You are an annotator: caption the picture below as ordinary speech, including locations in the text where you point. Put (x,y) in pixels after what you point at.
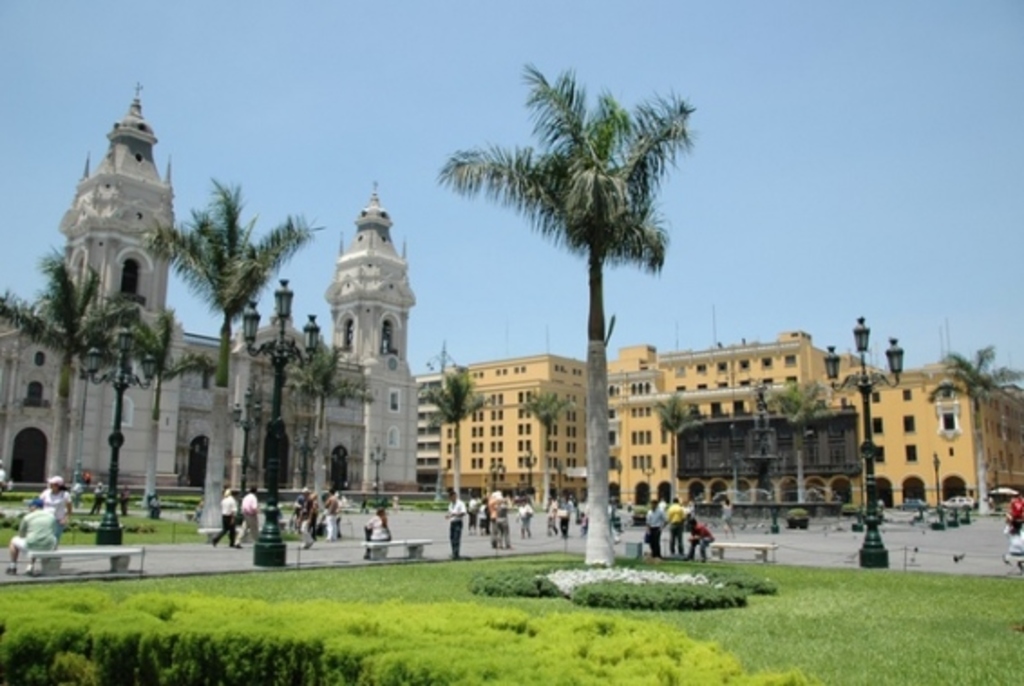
At the bottom of the picture (392,627), we see the shrubs (408,636) and the grass (812,623). In the middle of the picture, we see the people (297,518) are standing. Some of them are walking on the road (358,540). We see the benches (383,553) on which the people (709,544) are sitting. Beside that, we see the street lights (270,518) and poles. In the middle (594,436), we see a tree (599,529). There are trees (164,372), buildings (197,409) and shrubs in the background (646,401). At the top (315,137), we see the sky (376,122).
